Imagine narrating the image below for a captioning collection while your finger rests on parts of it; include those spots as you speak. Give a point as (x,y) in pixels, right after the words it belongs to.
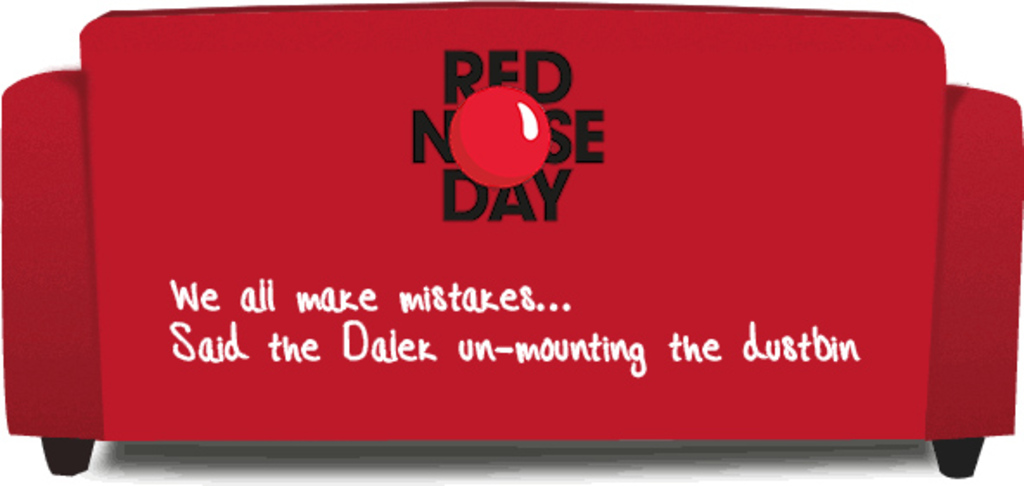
In this image, we can see a couch (445,271) which is in red color with some text (470,307) written on it.
